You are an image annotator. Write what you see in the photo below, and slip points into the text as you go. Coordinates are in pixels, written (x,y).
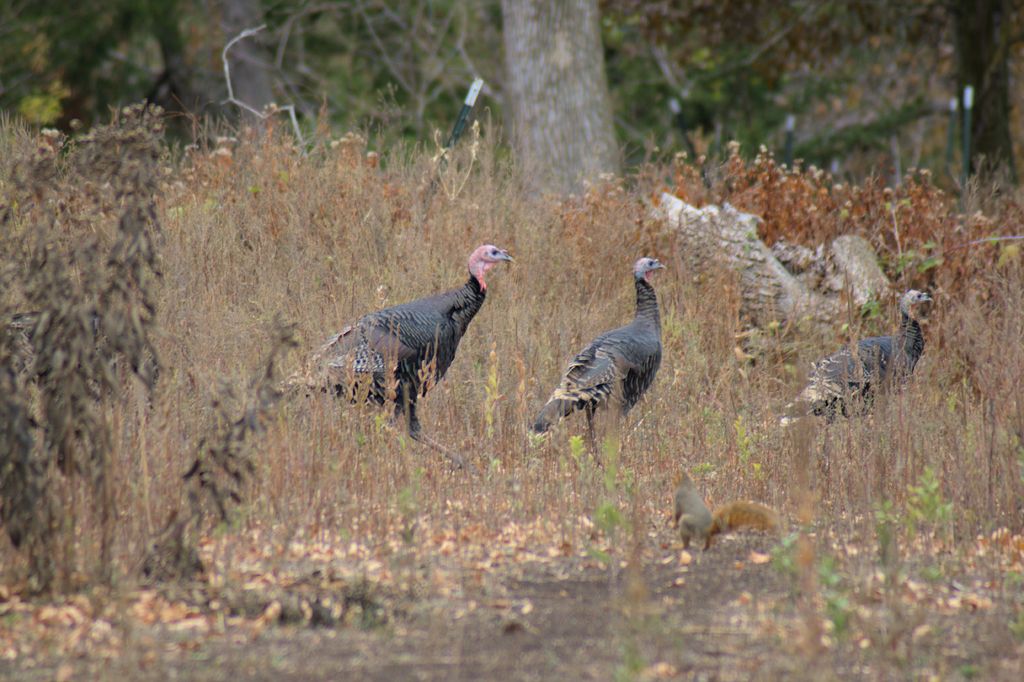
In this image we can see three birds (613,346) and an animal (691,504) looks like a squirrel (694,516) on the ground (534,515) and there are few plants (209,252) and trees (730,114) in the background (627,79).
